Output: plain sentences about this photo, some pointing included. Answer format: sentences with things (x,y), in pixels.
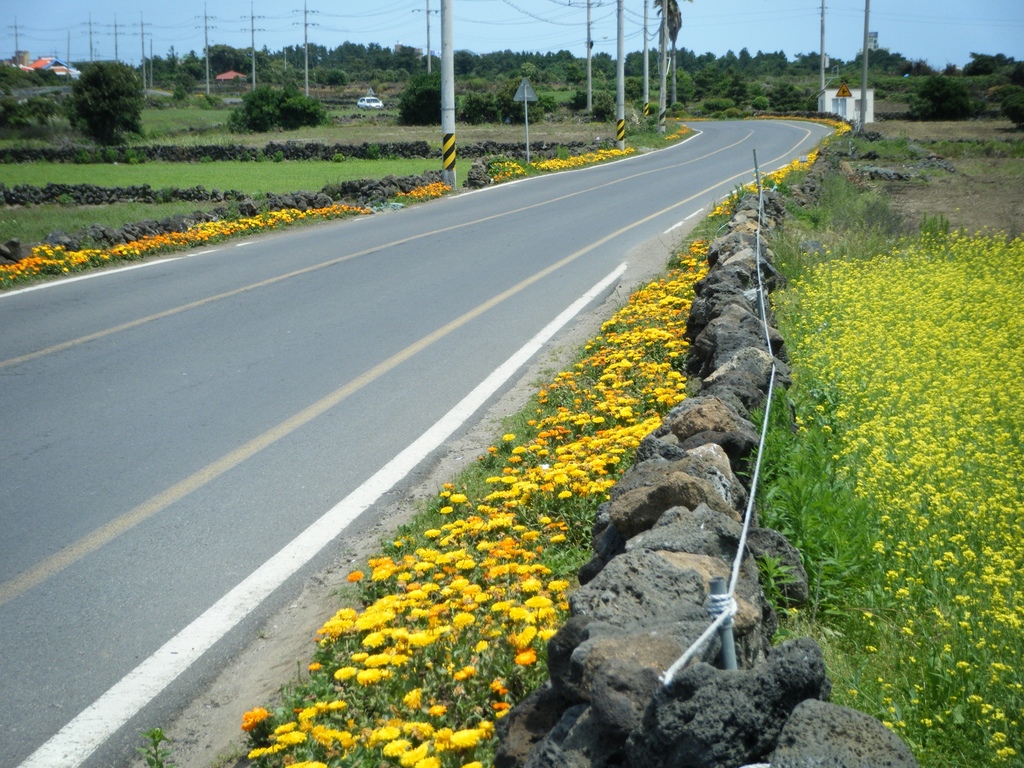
In this image I can see the road (313,344). On both sides of the road (442,261) I can see the poles (622,124), plants (501,432) and the rocks (611,516). In the background (200,67) I can see the vehicle (372,105), shed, many trees (181,70) and the sky (576,19). I can see the yellow and an orange color flowers (468,590) to the plants (605,376).
